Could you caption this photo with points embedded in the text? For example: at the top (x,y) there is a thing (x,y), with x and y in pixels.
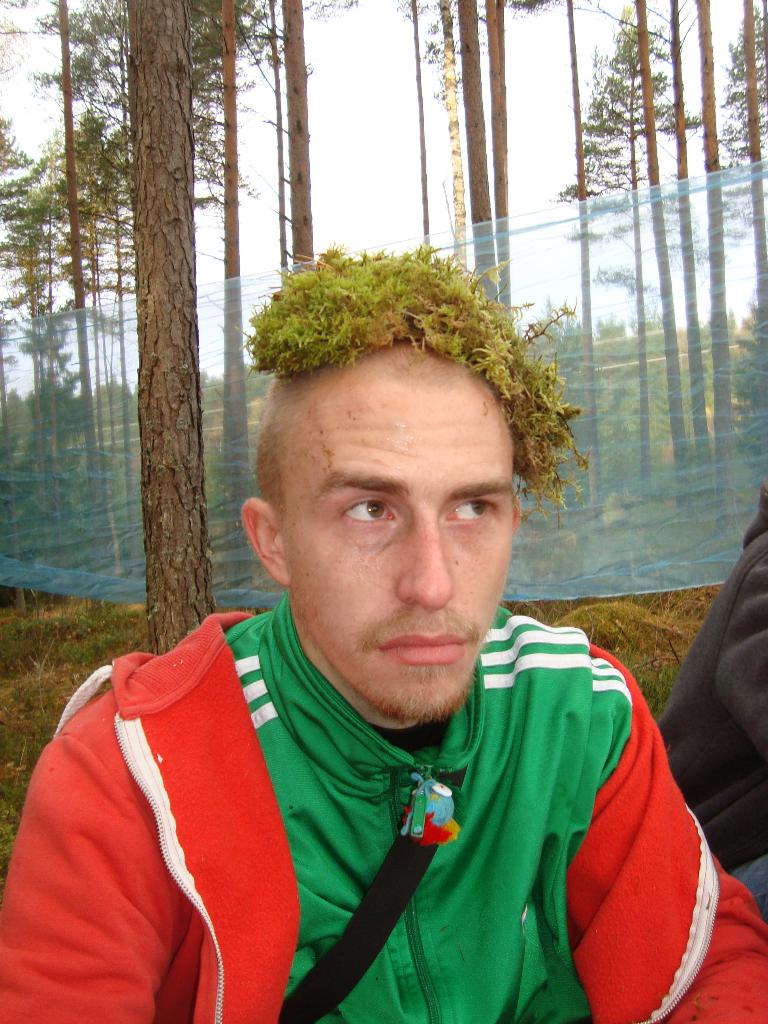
This image is taken outdoors. At the top of the image (364,146) there is a sky (353,142). In the background (293,142) there are many trees (152,515) and plants (27,722) on the ground (17,712) and there is a net (648,496). In the middle of the image (433,510) there is a man (376,621).
